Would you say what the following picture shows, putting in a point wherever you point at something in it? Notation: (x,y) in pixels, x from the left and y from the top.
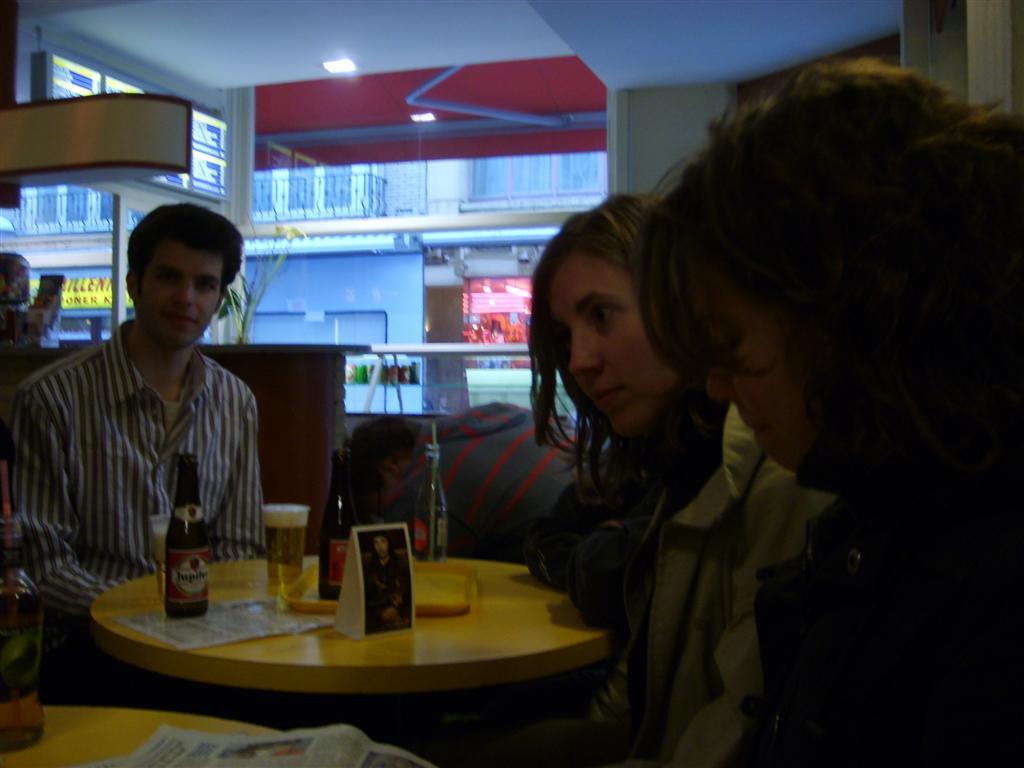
This is a picture where group of people (83,570) sitting in the chairs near the table (258,592) and in table (239,589) there are glass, bottle (426,477), a photo (342,627) and in back ground (366,186) there is a building (351,184) and a light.
